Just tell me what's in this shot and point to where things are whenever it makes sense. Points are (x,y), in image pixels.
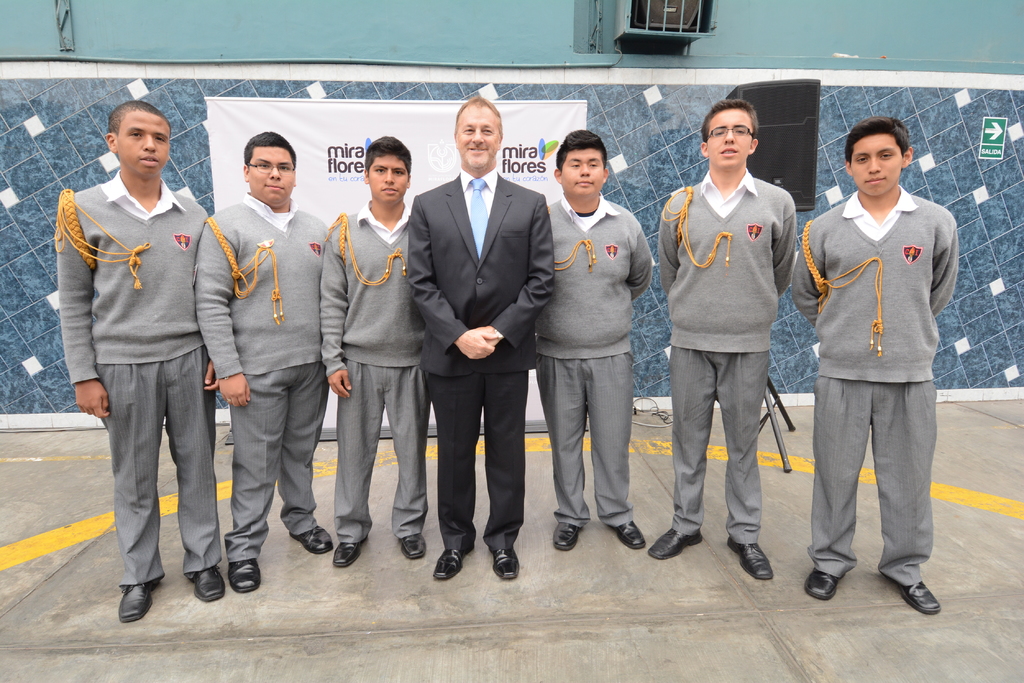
In this image I can see few persons (309,361) wearing grey and white colored dress (262,324) and a person (436,280) wearing black and white colored dress (489,270) are standing. In the background (653,223) I can see the wall (312,14), a black colored speaker (762,141) and the white colored banner (421,115).
